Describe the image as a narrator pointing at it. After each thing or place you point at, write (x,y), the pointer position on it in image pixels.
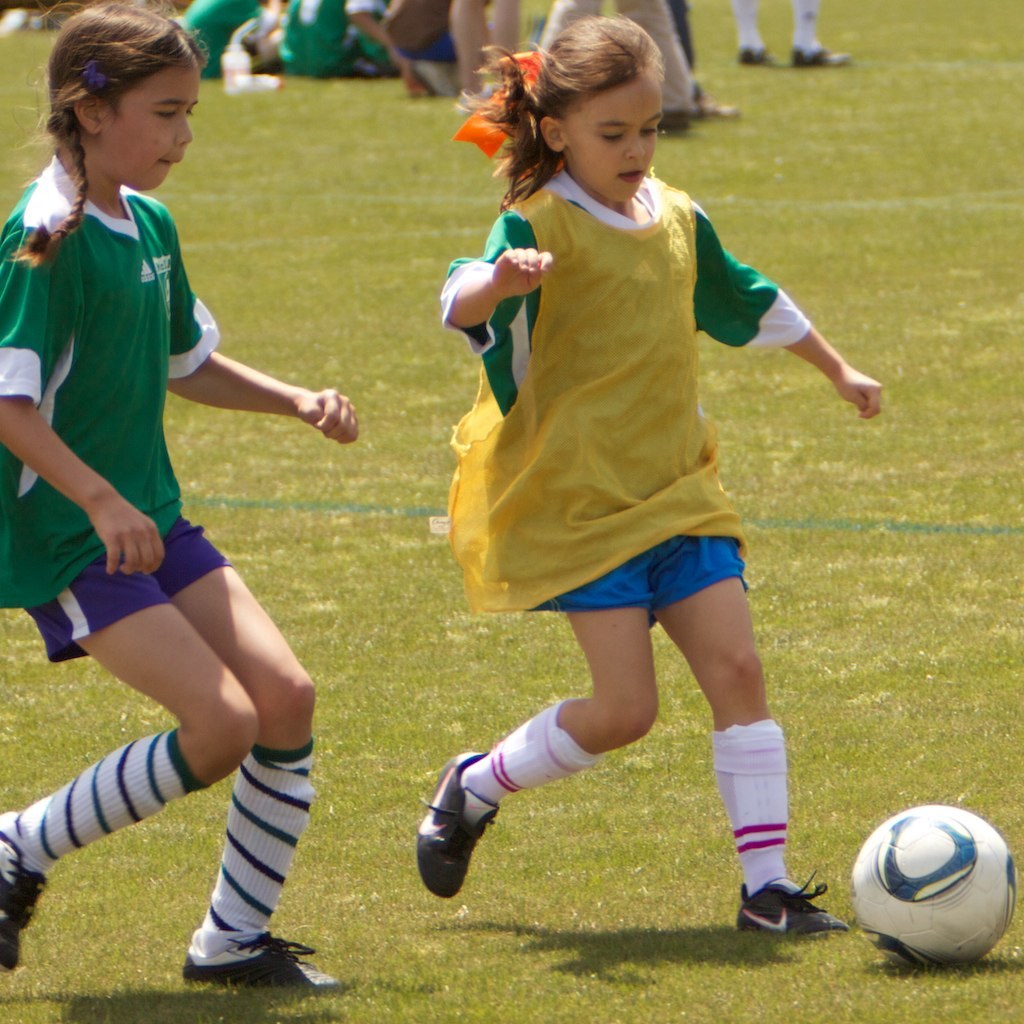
There are two girls (801,927) who are playing a football (974,847).
